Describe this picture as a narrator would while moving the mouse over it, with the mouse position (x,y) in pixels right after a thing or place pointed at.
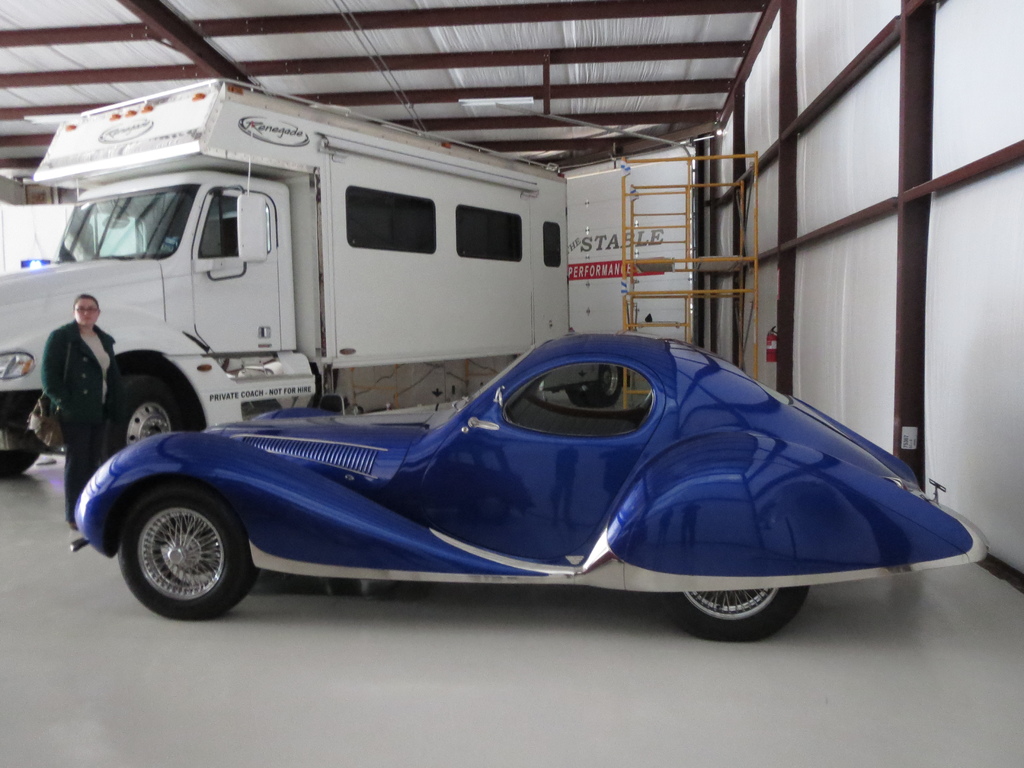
This image is taken in the shed (710,168). In this image there are vehicles (407,497). On the left (86,433) there is a lady (73,420) standing. In the background (614,328) there is a board (619,305) and we can see grilles (713,156). At the bottom (332,729) there is a floor (289,736).
